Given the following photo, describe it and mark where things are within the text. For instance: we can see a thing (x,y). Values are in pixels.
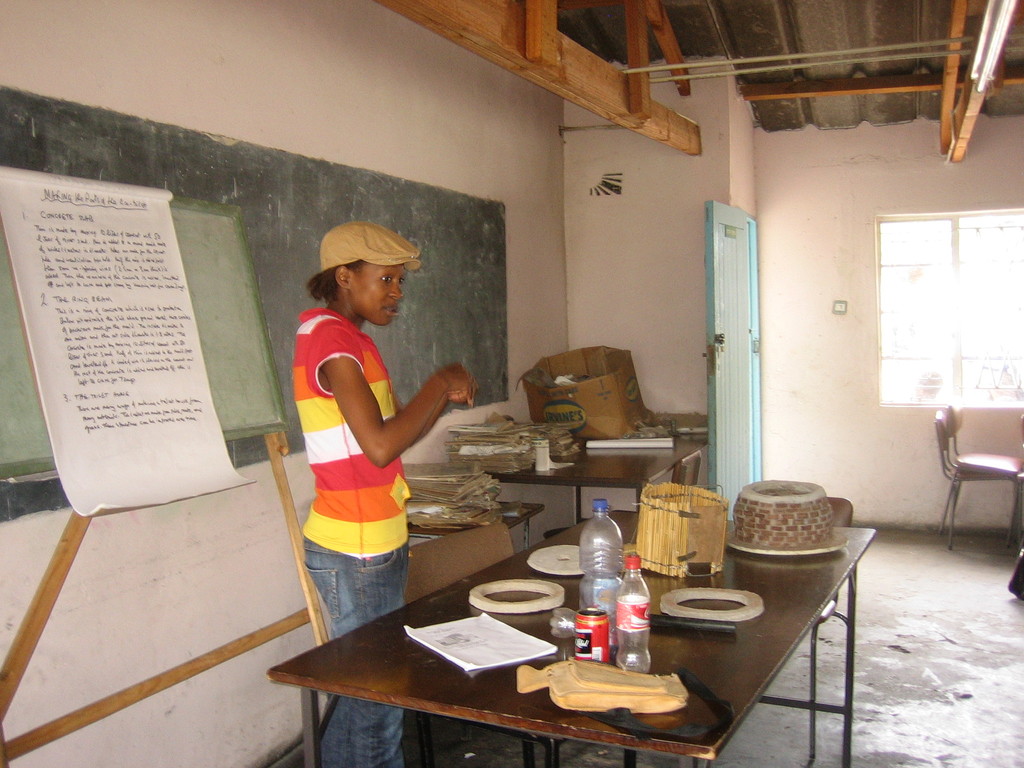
there is a table (506,685). on the table (743,556) there is a book (492,636), bottles (615,609). at the left (341,362) there is a person (356,465) standing. behind him there is a board (231,328). at the right (908,311) there is a window (981,355) and a chair (971,477).
